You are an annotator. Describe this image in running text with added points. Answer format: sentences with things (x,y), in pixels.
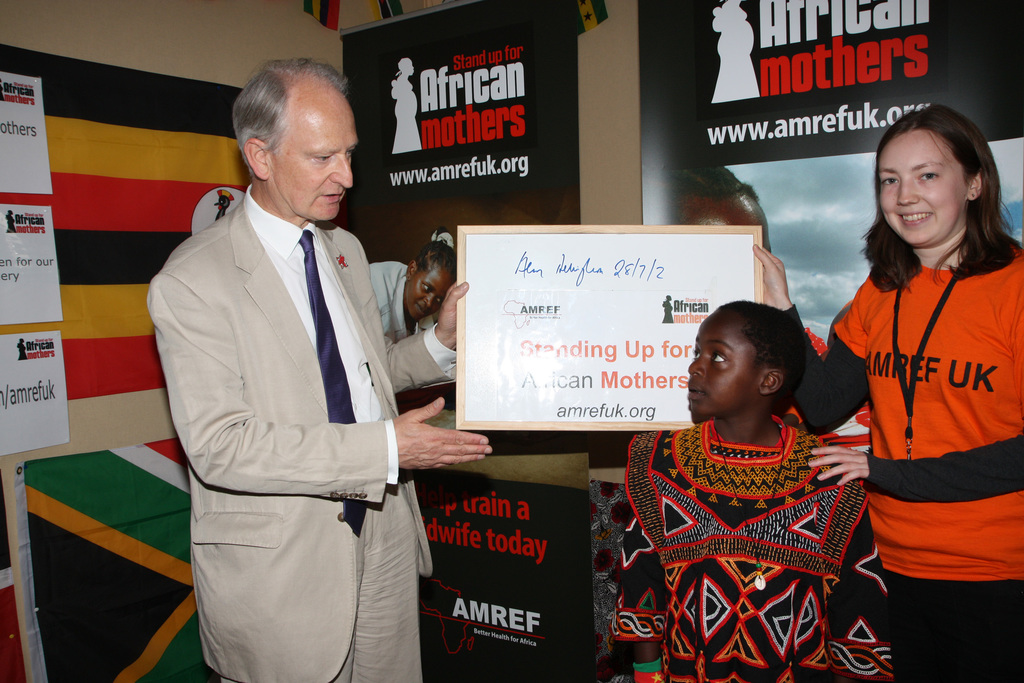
In this picture I can see there is a man (205,537) standing and he is holding a certificate (637,345) and there is a woman (987,412) standing on the right side (933,418) and there is a kid (729,632) in front of her and in the backdrop (597,172) there are a few posters (558,14) pasted on the wall (586,155).
